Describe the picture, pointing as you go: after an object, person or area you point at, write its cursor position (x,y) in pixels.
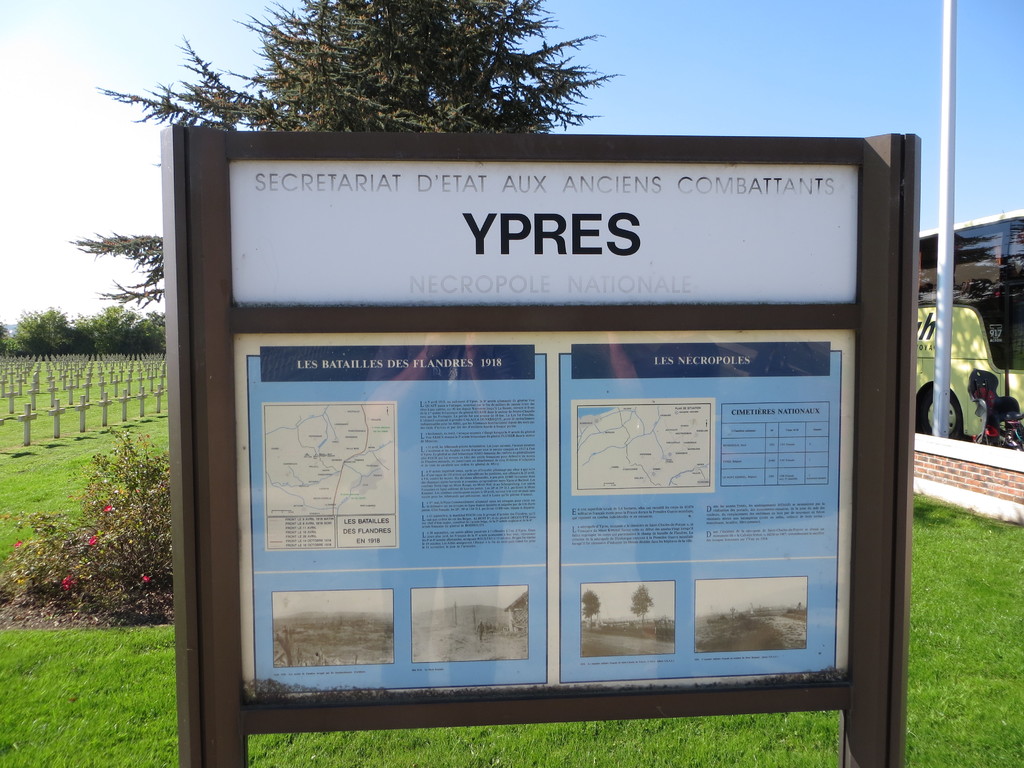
In front of the picture, we see a board (423,518) with posters (574,468) pasted on it. At the top of the board (490,212), we see some text (577,241) written on it. On the right side (974,298), we see a bus (984,293) in yellow color. Beside that, there is a pole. At the bottom of the picture (153,746), we see grass (96,637). There are trees (160,255) in the background (423,104). At the top of the picture (99,122), we see the sky (98,105). On the left side (15,388), we see grave crosses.
